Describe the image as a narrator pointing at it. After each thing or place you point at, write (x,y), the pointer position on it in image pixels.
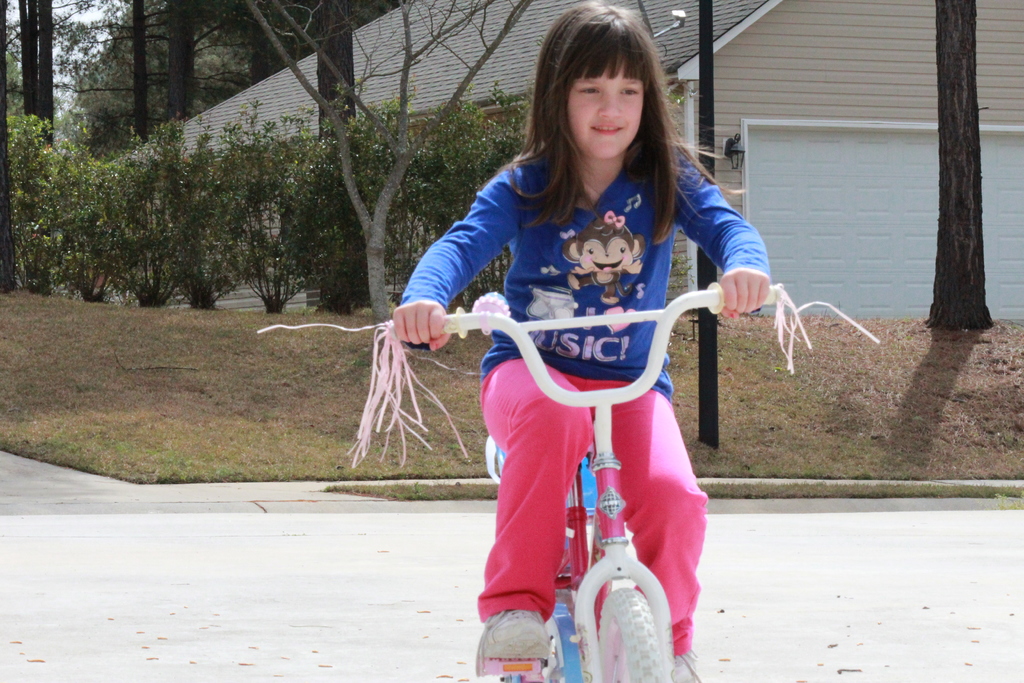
In the picture there is a girl (502,373) riding small cycle (570,542) on the ground (421,503) she is wearing blue shirt (535,288) and pink trouser (514,391). Behind the girl (560,196) there is some grass (109,353) and on the grass (97,366) there are some trees (480,58) and behind the trees (4,201) there are few plants (208,210) and beside that plants (422,164) there is a house (769,22).
